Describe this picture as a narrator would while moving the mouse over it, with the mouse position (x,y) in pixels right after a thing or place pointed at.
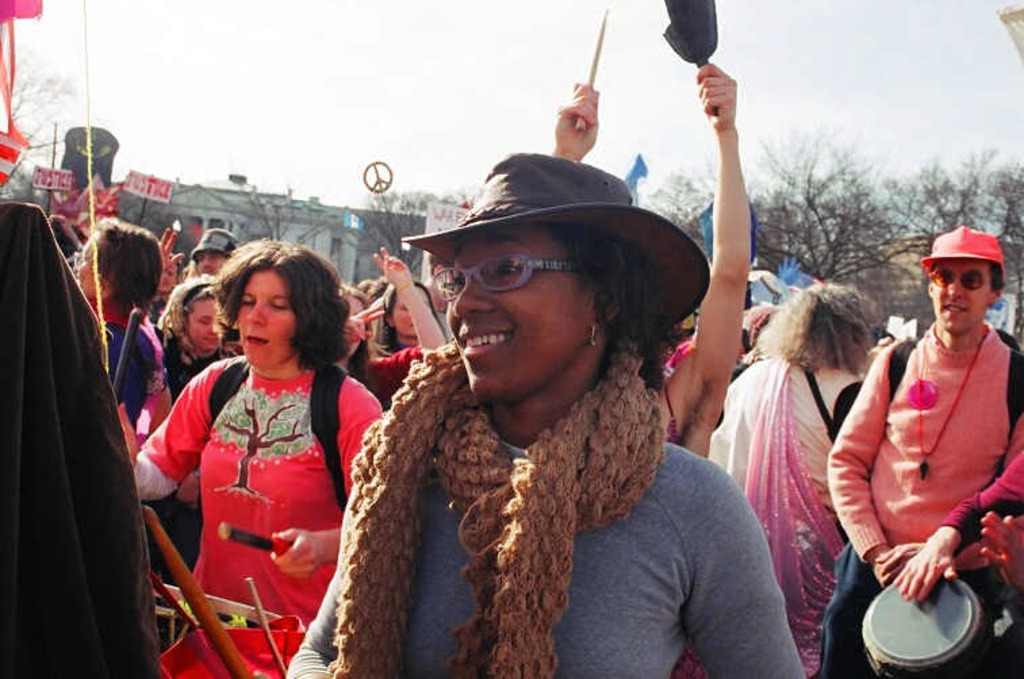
In this image I can see some people (582,483). I can see a person (691,367) holding something in the hands (708,83). In the background (392,191), I can see the buildings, trees (975,203) and the sky (353,72).
